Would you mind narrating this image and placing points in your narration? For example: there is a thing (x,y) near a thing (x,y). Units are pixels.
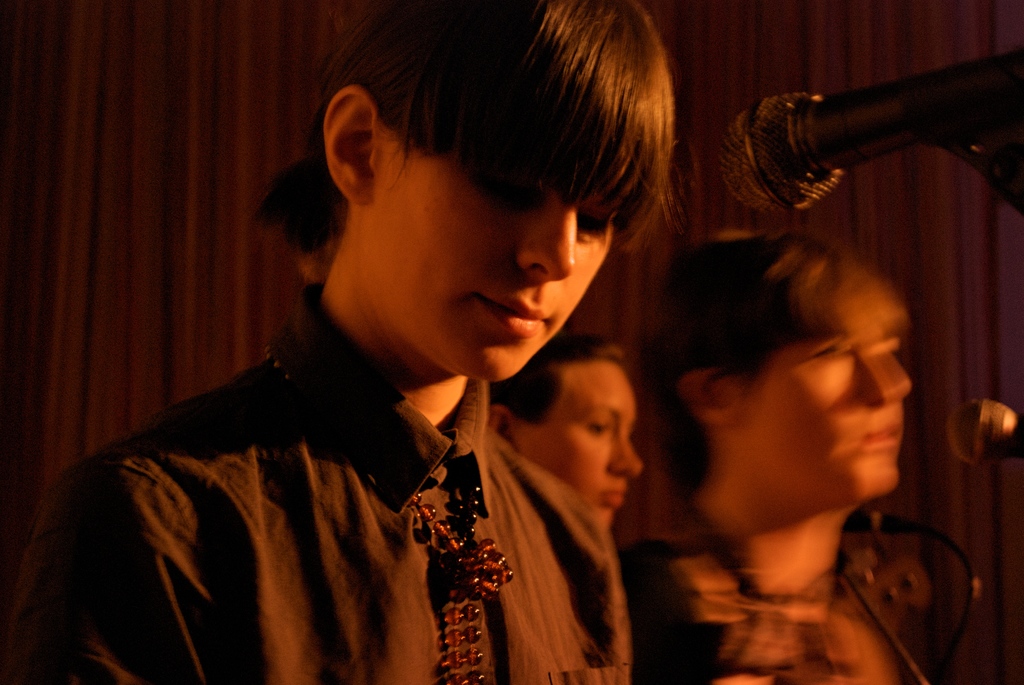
In the picture we can see group of people (594,427) standing and there are some microphones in front of them.
